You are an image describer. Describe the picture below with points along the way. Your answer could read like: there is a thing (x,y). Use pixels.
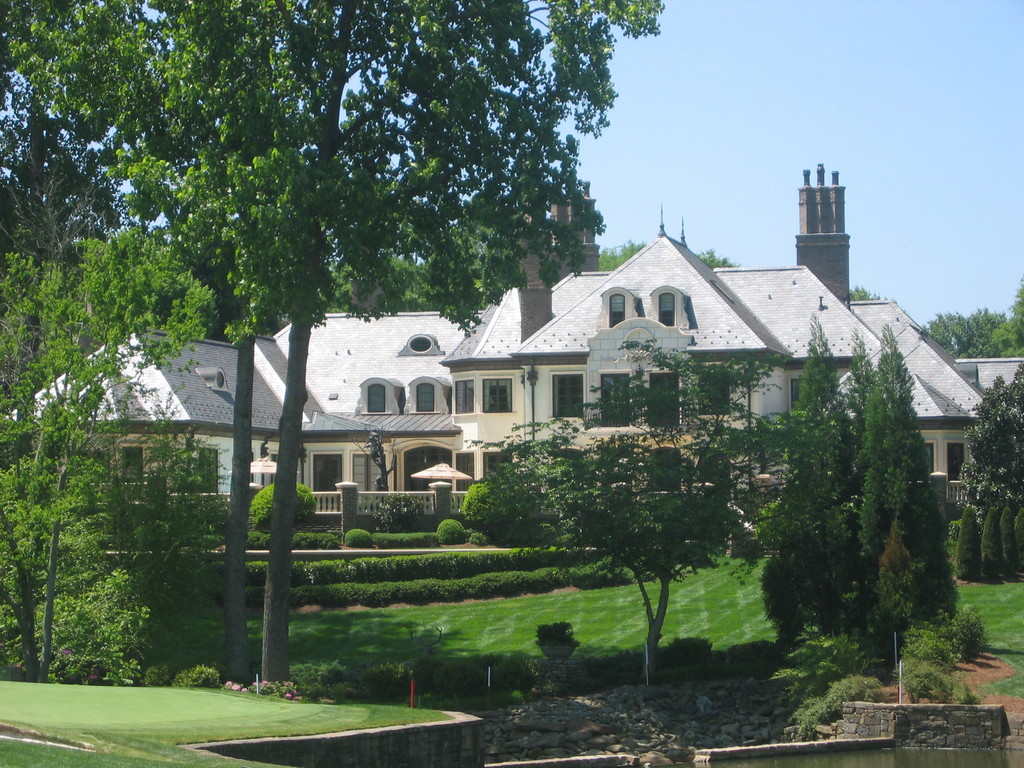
In the picture we can see a garden (742,669) with a grass surface (482,614) on it, we can see some plants (697,660). Trees (31,261) and behind it, we can see a building (397,454) with windows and glasses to it and behind it also we can see some trees (414,309) and sky (563,132).
